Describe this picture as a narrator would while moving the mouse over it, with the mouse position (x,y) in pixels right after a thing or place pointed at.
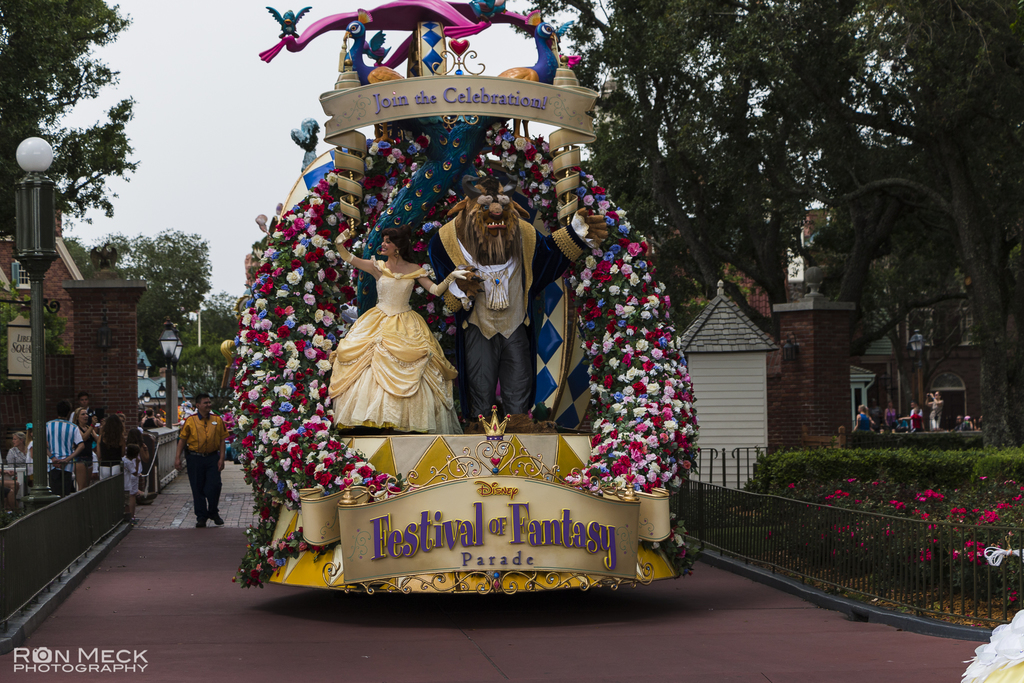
In the foreground (397,431), I can see two persons (461,304) in a costume (495,260) are standing on a decorated vehicle (540,397) and I can see text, fence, grass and flowering plants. In the background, I can see buildings (50,258), trees (227,319), light poles (21,193), a crowd (127,444) on the road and the sky (278,161). This image taken, maybe on the road (274,628).
